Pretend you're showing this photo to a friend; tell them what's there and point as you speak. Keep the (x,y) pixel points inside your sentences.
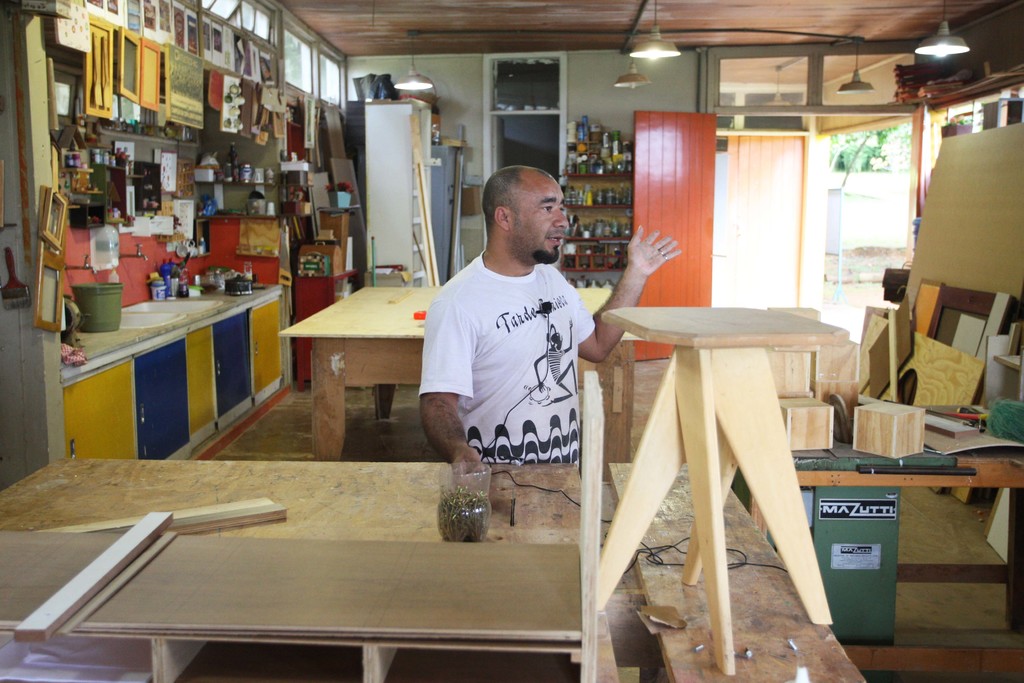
The man (485,369) in the middle of the picture (537,340) wearing white T-shirt (533,351) is standing in front of the table (345,486). He is talking something. In front of him, we see a table (225,494) on which wooden stool (658,482) and something (475,511) which looks like bowl (469,499) is placed. Behind him, we see a table (334,320) and a counter top (175,326) on which things (180,273) are placed. We see some photo frames (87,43) are placed on the wall (166,195). On the right side (836,457), we see a table (884,472) on which wooden boxes (897,447) are placed. We see a door (769,214) from which trees (876,155) and buildings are visible. In the background (591,169), we see a rack (608,255) in which bottles (596,230) are placed. Beside that, we see a white color thing (404,245) which looks like a box (400,153).
